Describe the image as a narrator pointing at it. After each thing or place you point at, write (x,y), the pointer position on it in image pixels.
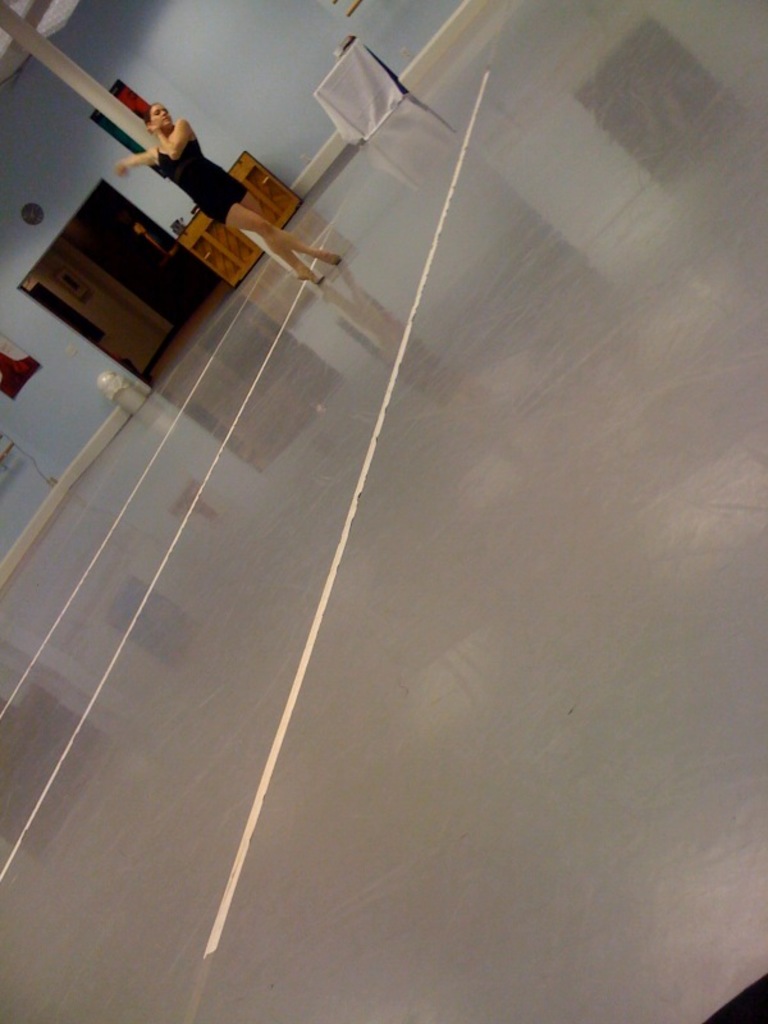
In this image I can see a person (241,210) on the floor (398,532). I can see some objects (177,221) on the table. In the background (266,92), I can see a photo frame (67,275) on the wall (92,187).
